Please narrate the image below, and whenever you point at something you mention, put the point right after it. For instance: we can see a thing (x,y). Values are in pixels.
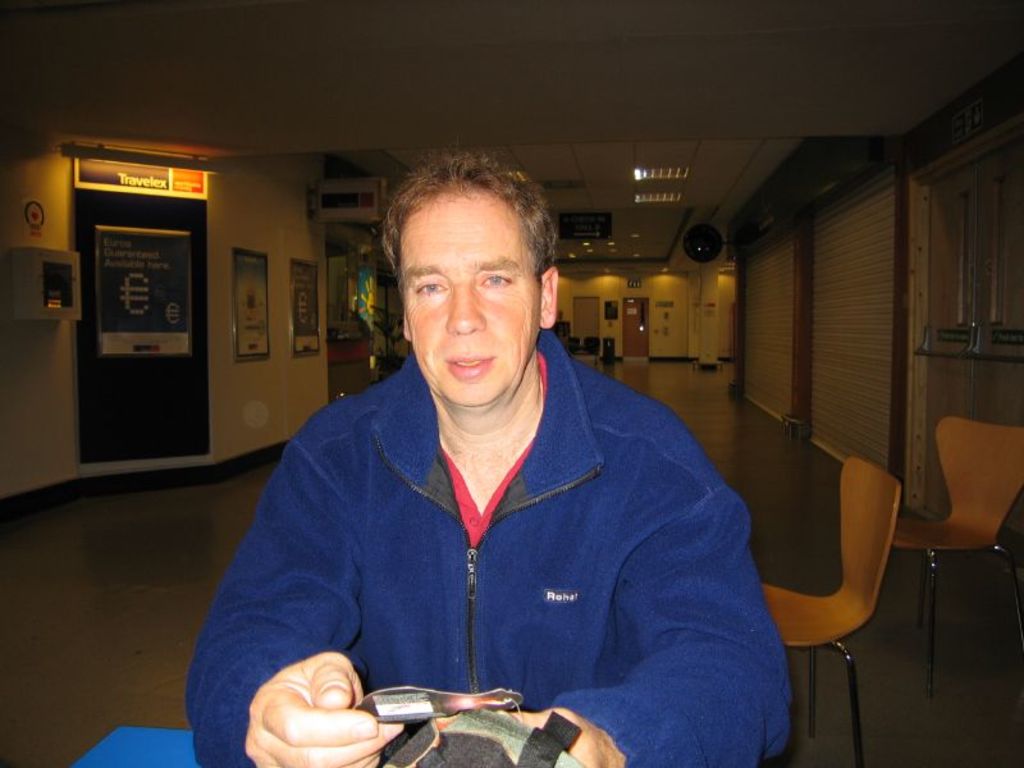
This picture is clicked inside. In the foreground (475,369) there is a person (493,448) wearing blue color jacket (562,624), holding some objects (475,693) and seems to be sitting. On the right (1016,576) we can see the two yellow color chairs (929,627) are placed on the ground (904,568). In the background (1018,311) we can see the doors (990,374), shutters (837,372) and posters (310,301) hanging on the wall (286,279) and we can see the roof (625,209) and the ceiling lights (668,198) and some other objects (712,339).
